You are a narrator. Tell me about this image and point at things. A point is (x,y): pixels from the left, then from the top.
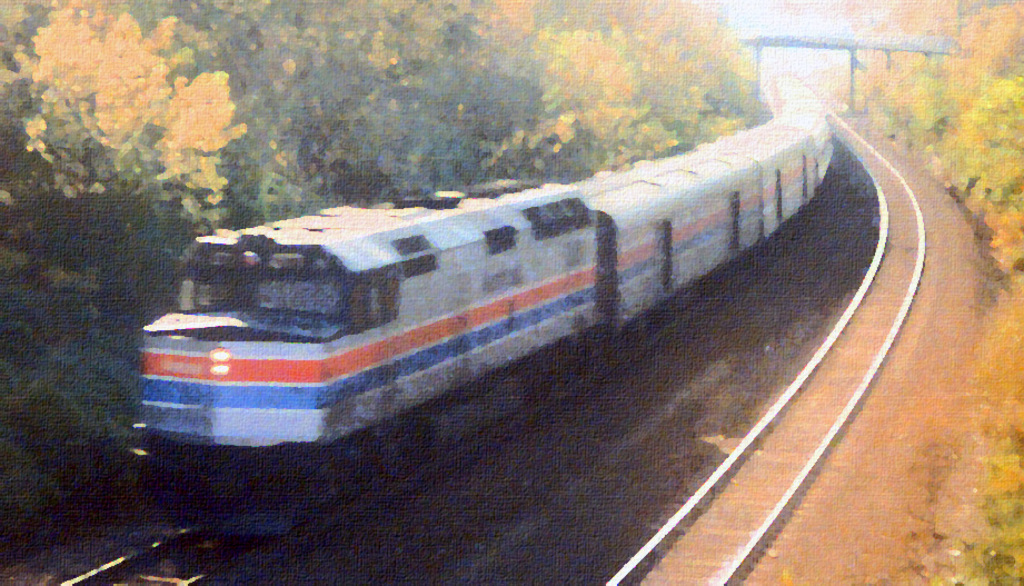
In this image there are tracks (680,581) on that track (280,534) there is a train (481,359), on either side of the tracks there are trees (574,131) and it is blurred.
